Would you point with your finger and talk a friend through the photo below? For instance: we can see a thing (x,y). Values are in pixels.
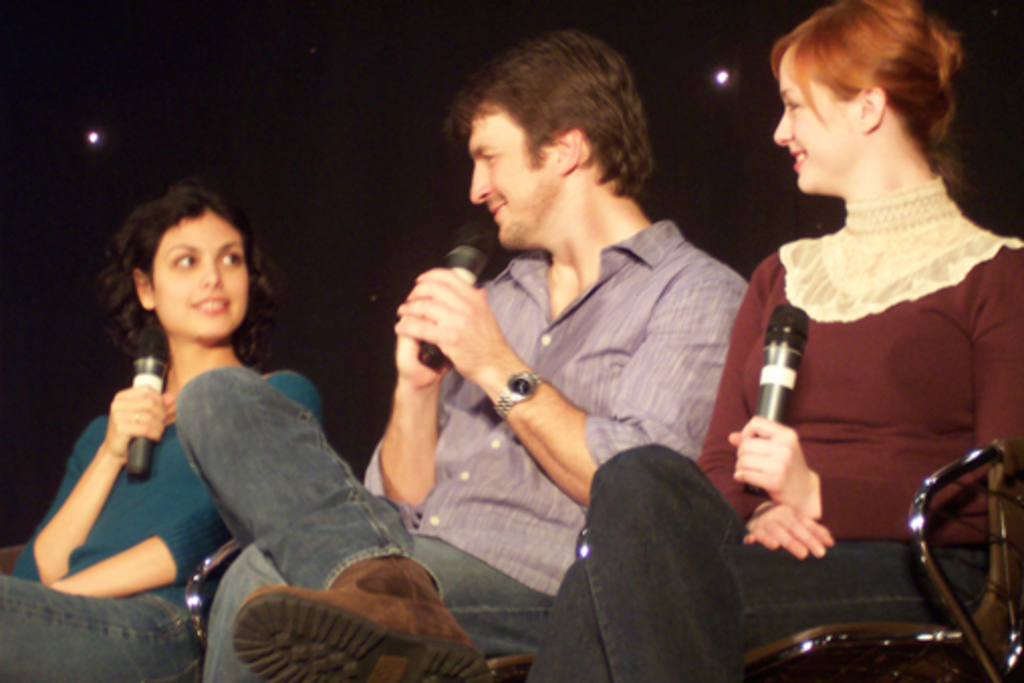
In this image we can see a man (608,368) and two women (867,149) sitting on the chairs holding the mikes (769,406). On the backside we can see some lights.
